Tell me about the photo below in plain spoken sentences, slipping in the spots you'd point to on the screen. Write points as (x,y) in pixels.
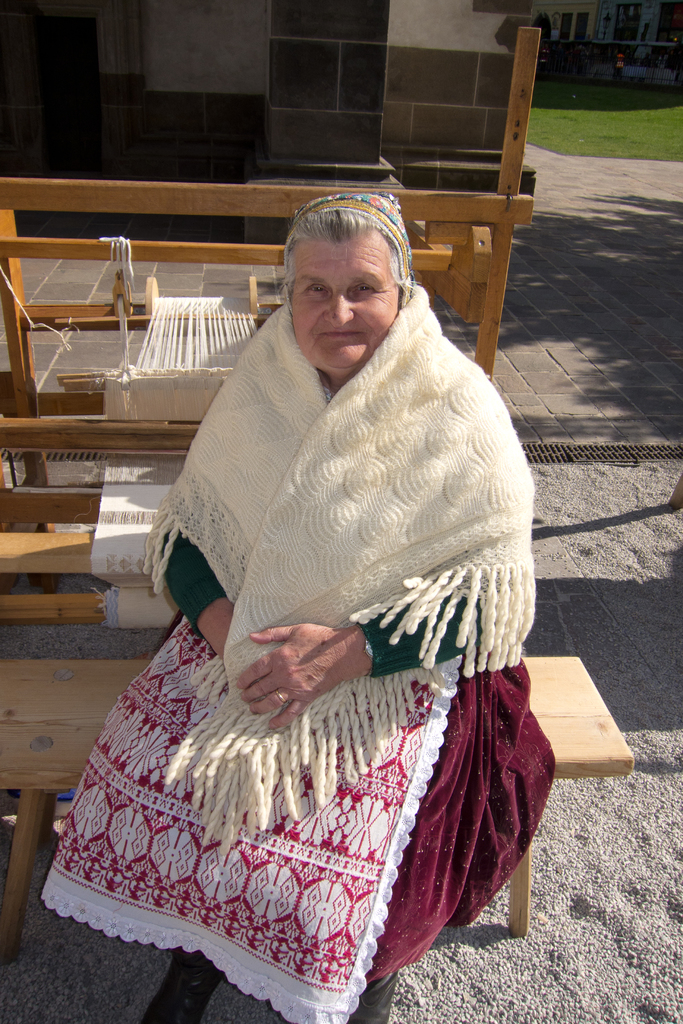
In the image in the center, we can see one woman (308,804) sitting on the bench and she is smiling, which we can see on her face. In the background (255,94) there is a wall (218,50), woods (481,218), grass (616,135) etc.
